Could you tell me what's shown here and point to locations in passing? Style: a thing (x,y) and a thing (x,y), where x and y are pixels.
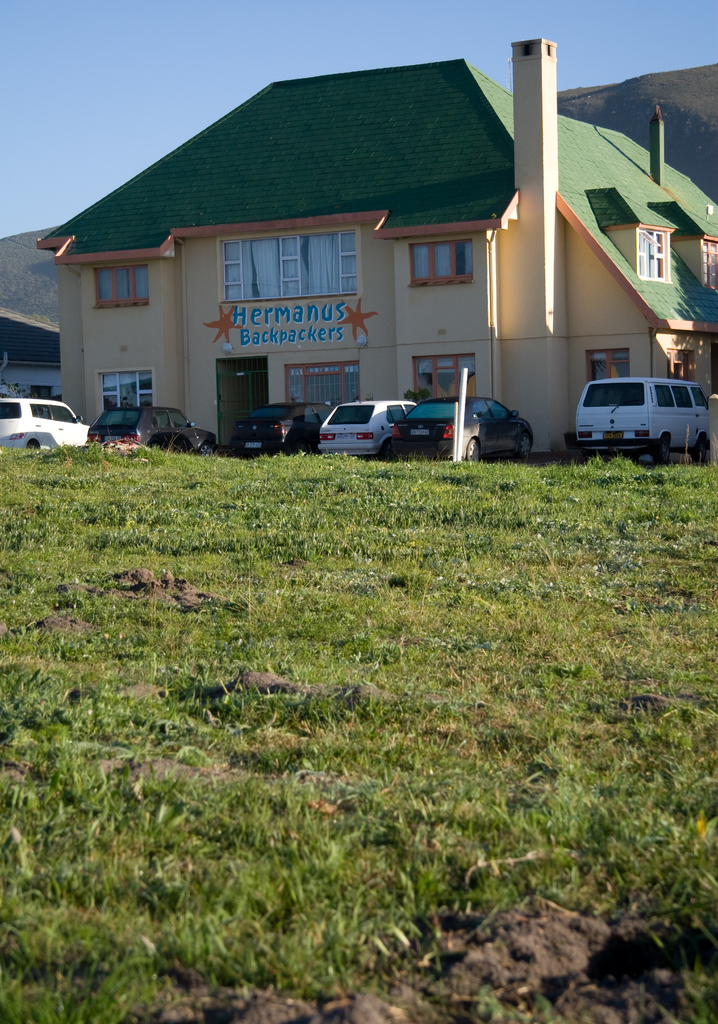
This image consists of many cars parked on the road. In the front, there is a building (346,128) along with windows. At the bottom (405,809), there is green grass (386,815). In the background (22,243), there is a mountain (12,251). At the top (110,105) there is sky (226,73).
